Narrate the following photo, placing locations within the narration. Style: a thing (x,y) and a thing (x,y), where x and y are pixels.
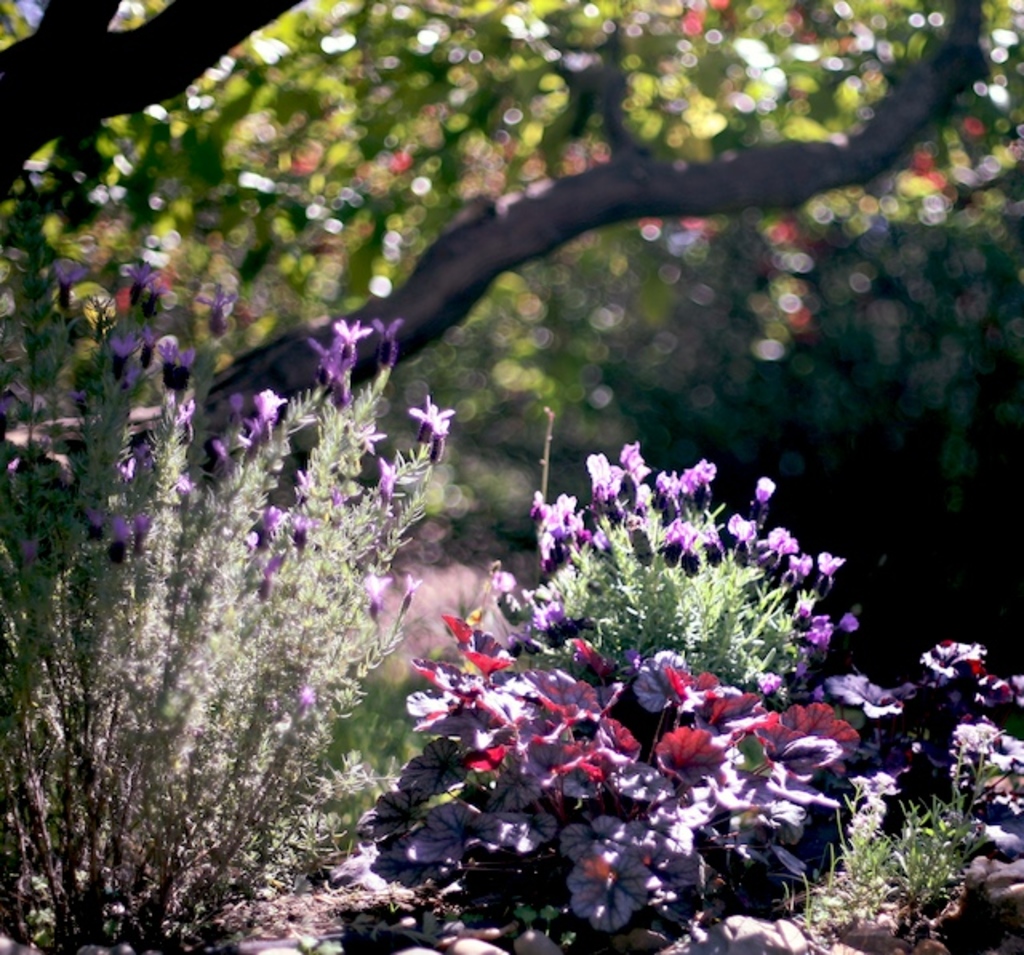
In this image we can see a group of flowers (339,498), plants (566,589) and a tree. The background of the image (765,396) is blurred.
